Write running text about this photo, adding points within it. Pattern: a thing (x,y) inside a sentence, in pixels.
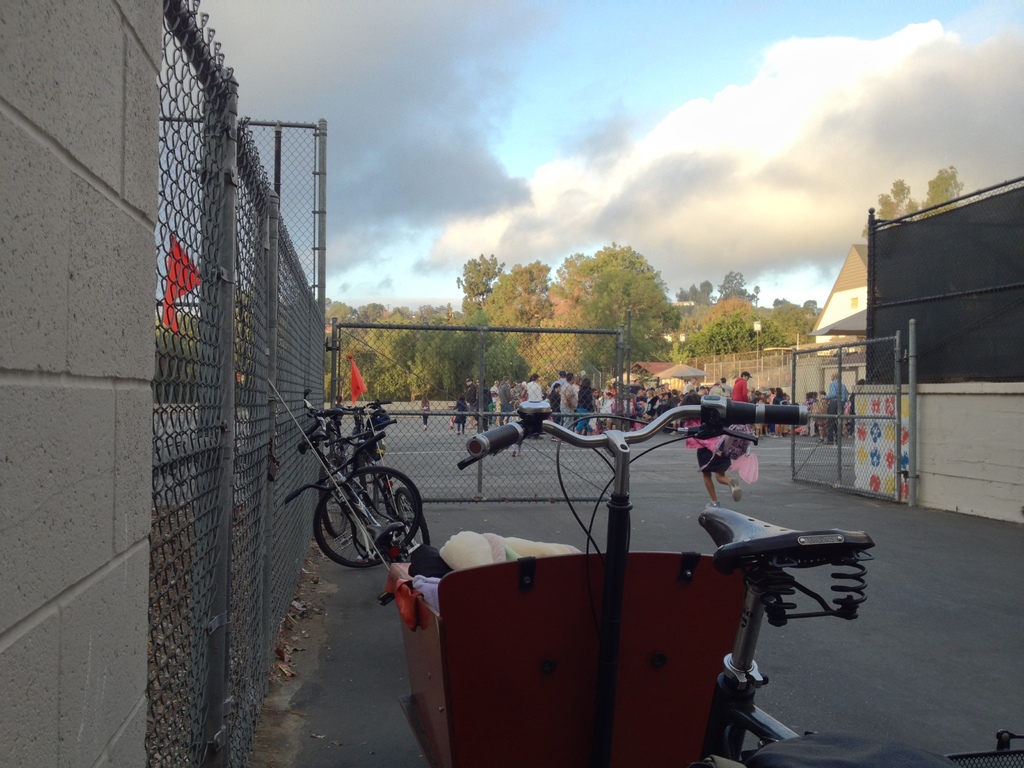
Sky (423,100) is cloudy. Here we can see mesh (246,421), gate (556,412), bicycles (704,417), house (853,304), shed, people (649,390) and trees (695,329). These are flags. In this basket (465,573) there are things (431,600).
